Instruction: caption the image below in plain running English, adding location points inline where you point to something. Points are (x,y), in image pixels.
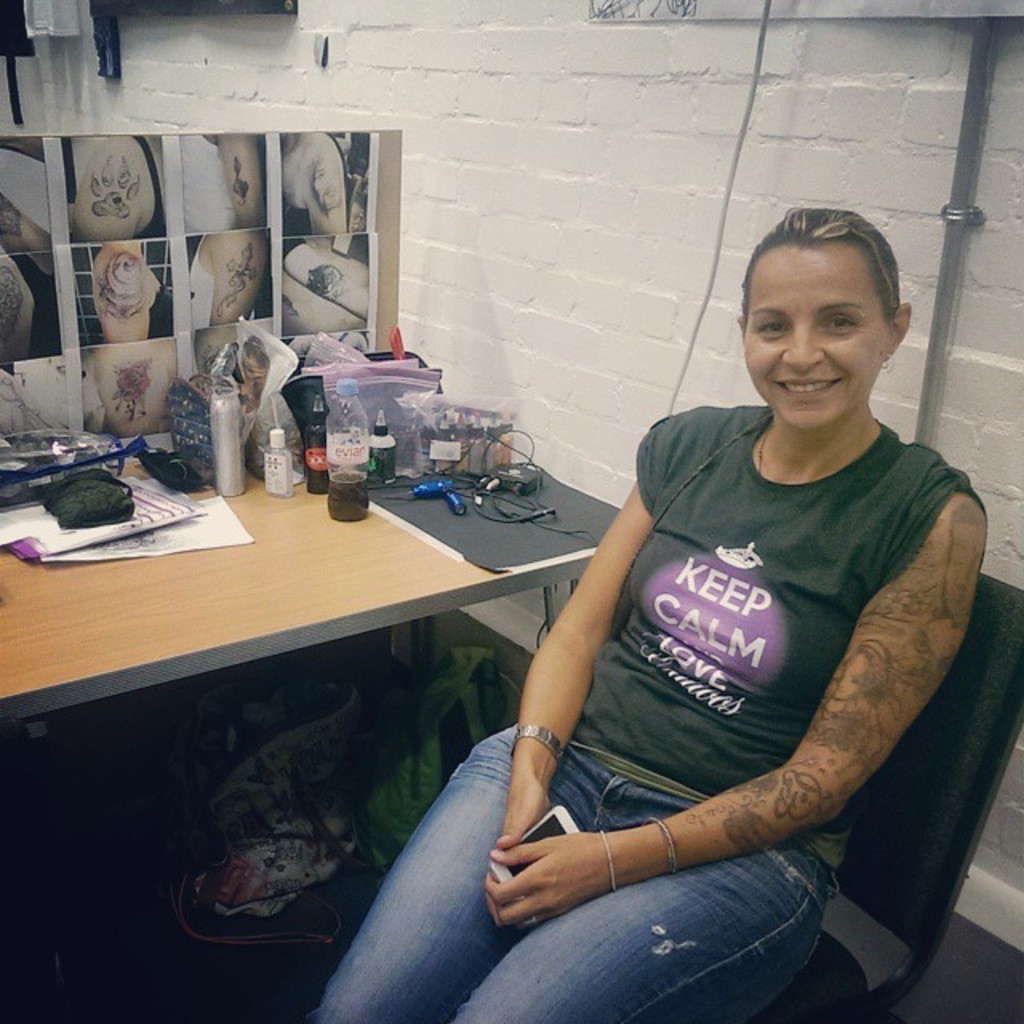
In the foreground (909,831), there is a woman (571,804) sitting on the chair (910,808), in front (110,563) on the table (353,610) on which bottles (334,492), papers (145,517), cosmetics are kept. In front of that there is a picture (320,301) of tattoos (245,270). In the background (249,72), there is a wall (519,87) of bricks (624,197) white in color. This image is taken inside a room (631,273).
